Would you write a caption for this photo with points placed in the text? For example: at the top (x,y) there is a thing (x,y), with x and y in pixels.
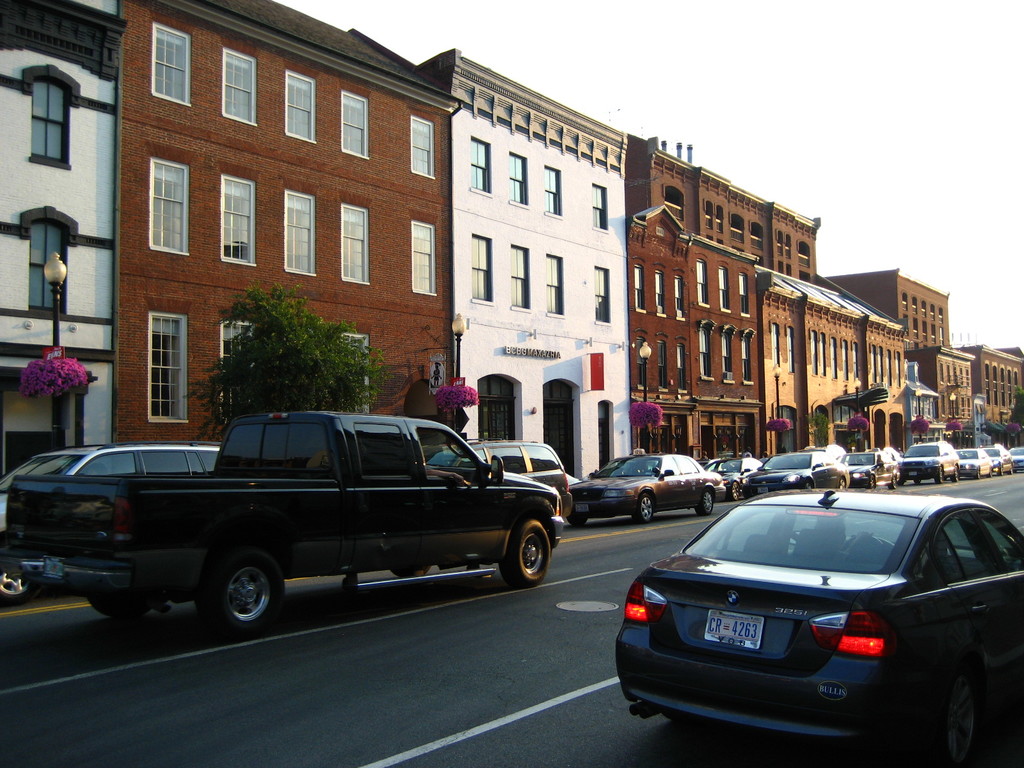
At the bottom of the image (831,607) we can see cars (533,468) on the road (557,568). In the background (411,350) we can see trees (319,369), buildings (387,316) and sky (735,25).
